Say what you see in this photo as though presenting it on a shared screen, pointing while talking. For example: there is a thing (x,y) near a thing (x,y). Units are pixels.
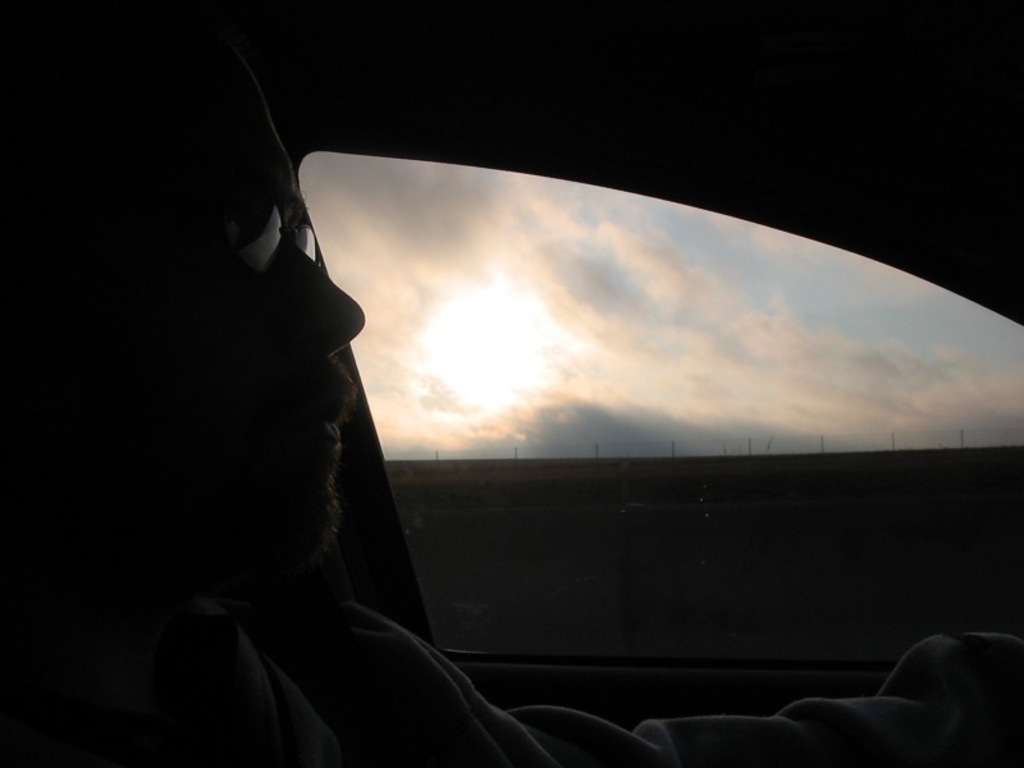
In this picture there is a man (300,513) who is wearing goggle (235,250) and shirt (180,719). He is sitting inside the car (540,697). Through the window (761,485) I can see the fencing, ground (741,463), sky (689,414), clouds (587,365) and sun (487,301).
